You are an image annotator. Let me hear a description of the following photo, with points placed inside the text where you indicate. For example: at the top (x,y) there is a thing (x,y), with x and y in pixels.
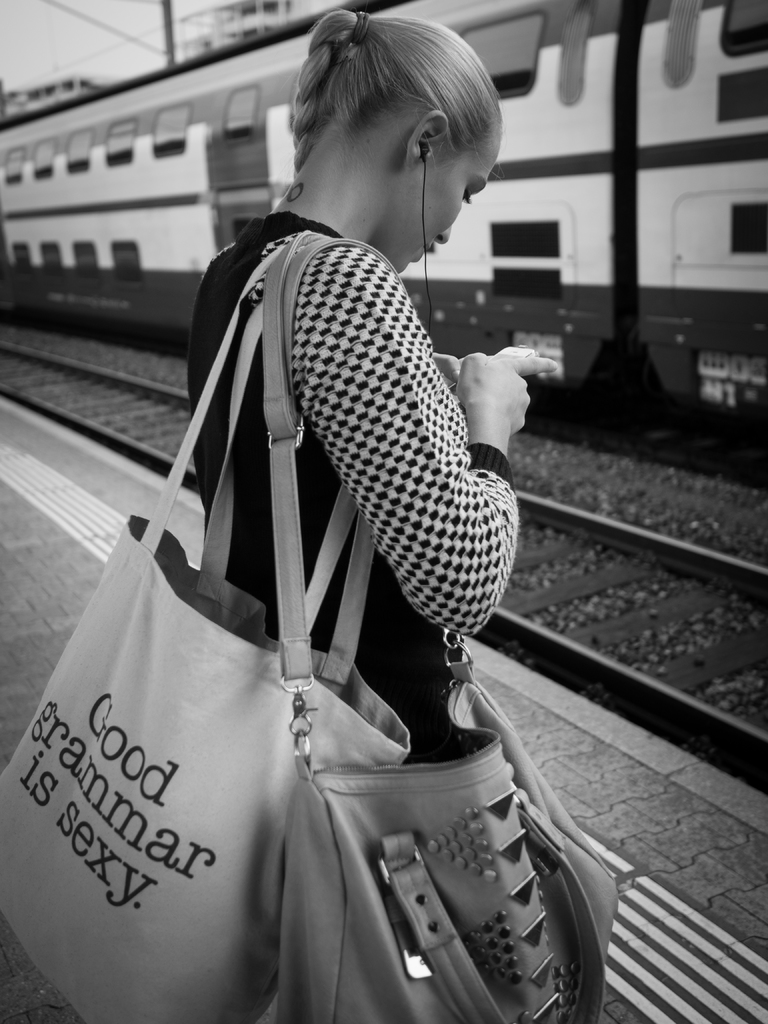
There is a woman (328,363) standing on a railway station platform (665,903) with some bags (219,799) on her shoulders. She is using a mobile phone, keeping earphones (425,237). There is a train (603,219) in front of her on the track (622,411).
